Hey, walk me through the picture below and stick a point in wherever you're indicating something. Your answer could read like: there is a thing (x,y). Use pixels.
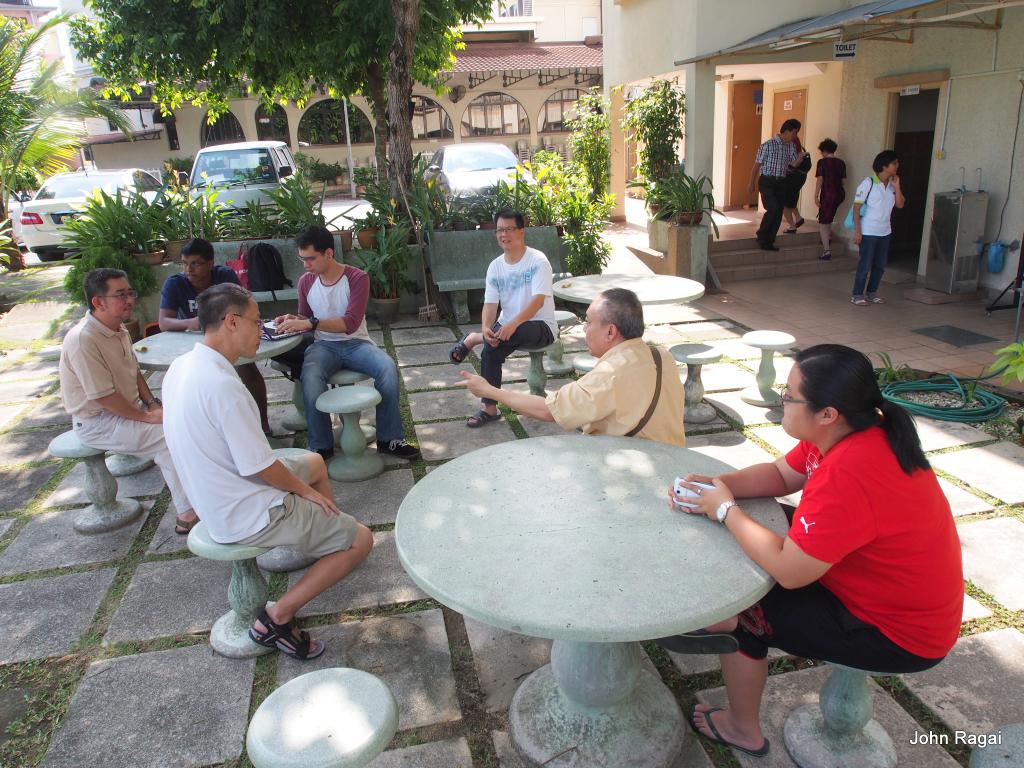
In this image there are group of people (609,412) sitting in chairs (680,360) near the table (538,447) in a street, and at the back ground (413,148) there are cars (485,180), buildings (131,98), trees (57,96), plants (697,207), doors (899,119), group of people (785,142) walking near a stair case (799,259), pipes (959,408) and a refrigerator (948,244).
